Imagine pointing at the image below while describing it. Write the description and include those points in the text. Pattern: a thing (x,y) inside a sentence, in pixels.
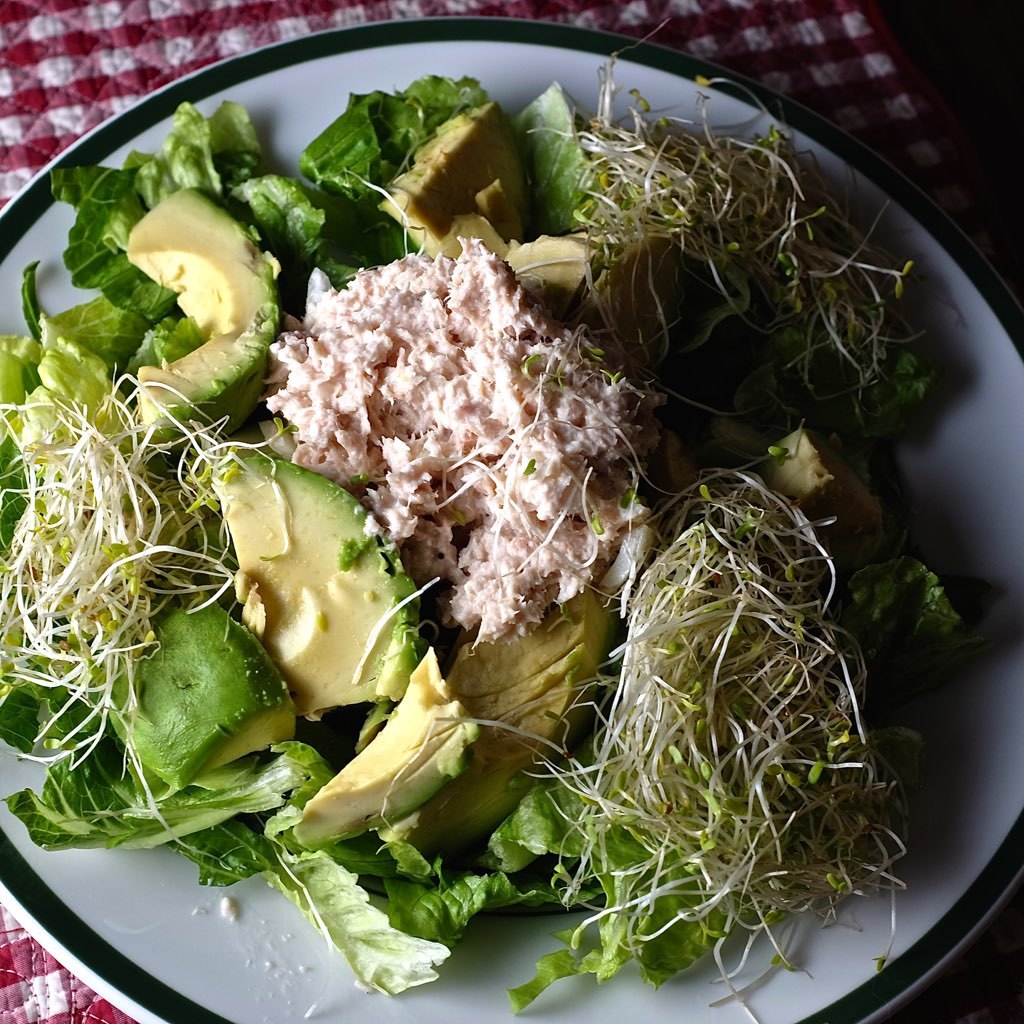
In this picture I can see a white plate (567,61) in front (150,890), on which I can see the food (353,370) which is of pink, cream and green color and this plate (258,1013) is on the cloth (246,18) which is of white and red color.
